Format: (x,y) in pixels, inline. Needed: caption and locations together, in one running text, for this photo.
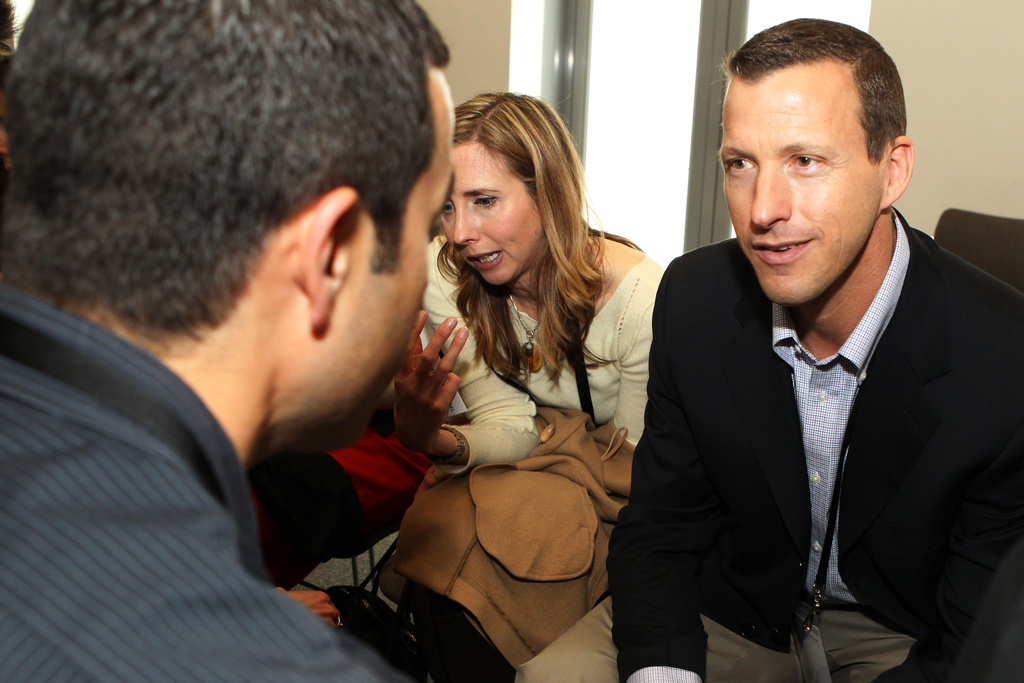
In this image, I can see three people (501,448) sitting and talking to each other. This looks like a window (661,56) with a glass door (633,20). Here is the wall (475,24).
